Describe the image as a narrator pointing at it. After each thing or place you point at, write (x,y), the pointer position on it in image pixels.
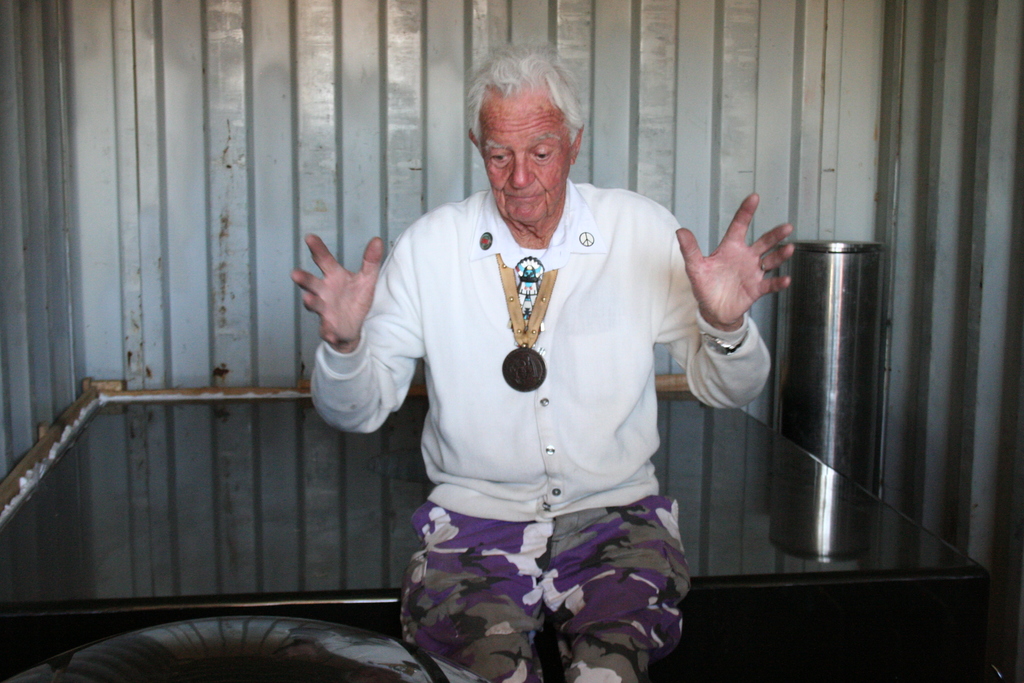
In the image we can see a man (516,379) sitting, wearing clothes (549,435) and a wrist watch (729,348). Here we can see a surface (208,512), on it there is a reflection (231,491) of the wall (271,148) and behind the man (514,393) there is a metal object (800,336).
